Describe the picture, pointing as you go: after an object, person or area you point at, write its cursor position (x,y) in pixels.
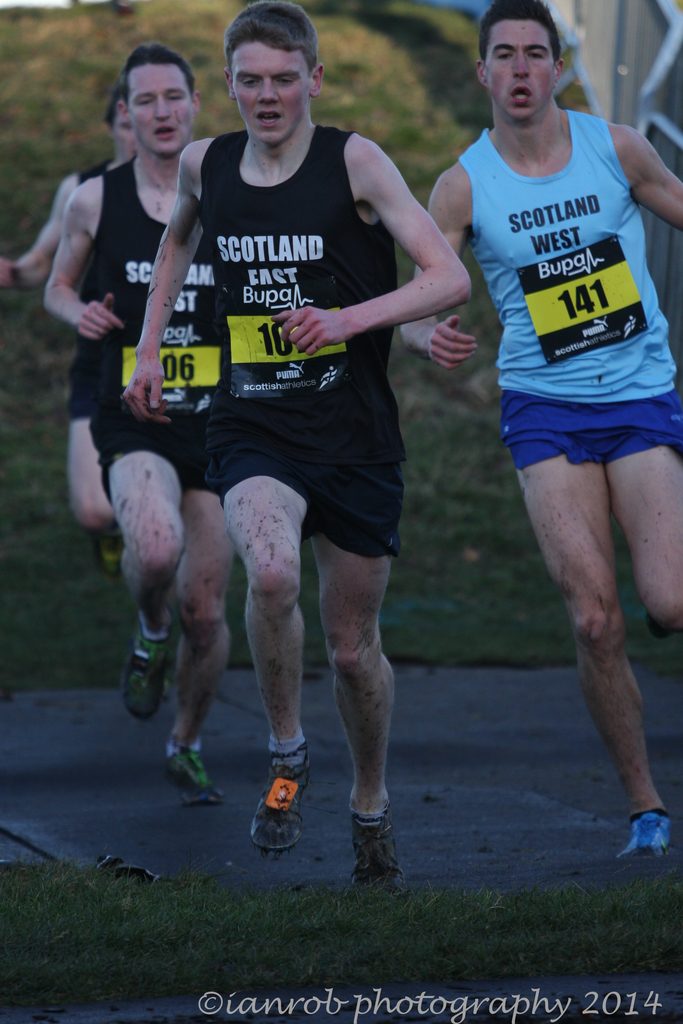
In the image there are a group of people (318,167) running and in front of them there is a grass surface (159,956).
